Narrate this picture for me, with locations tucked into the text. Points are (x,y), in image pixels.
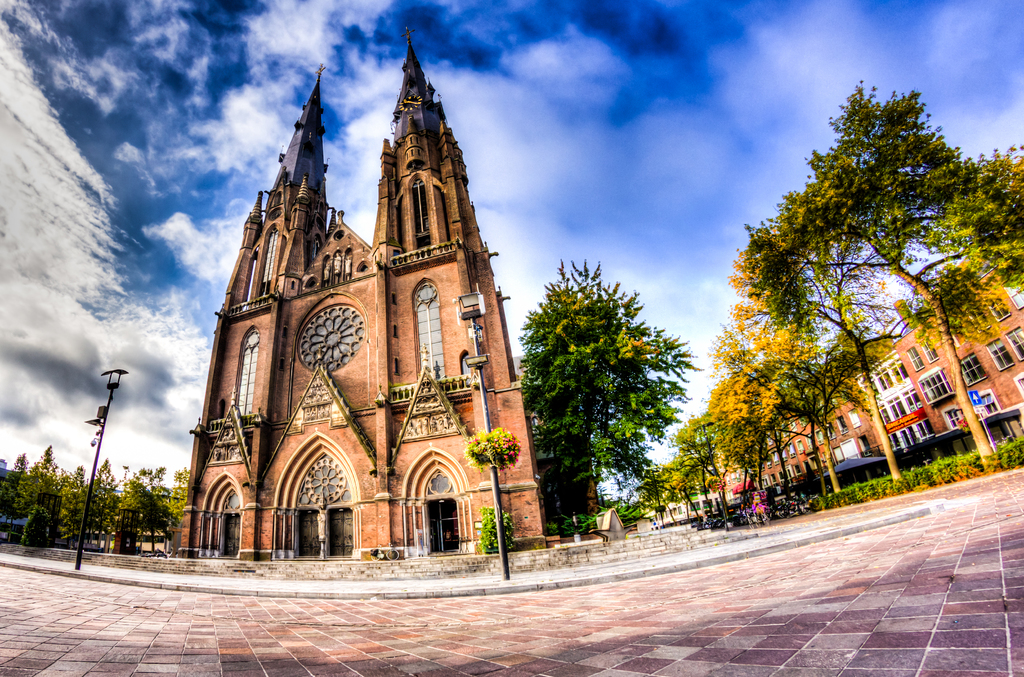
In this image I can see the building (385,442). In-front of the building (309,401) I can see the poles (100,442). To the side of the building (335,516) I can see many trees (754,412) and few more buildings (786,461). In the background (280,68) I can see the clouds (76,261) and the sky (512,226).
